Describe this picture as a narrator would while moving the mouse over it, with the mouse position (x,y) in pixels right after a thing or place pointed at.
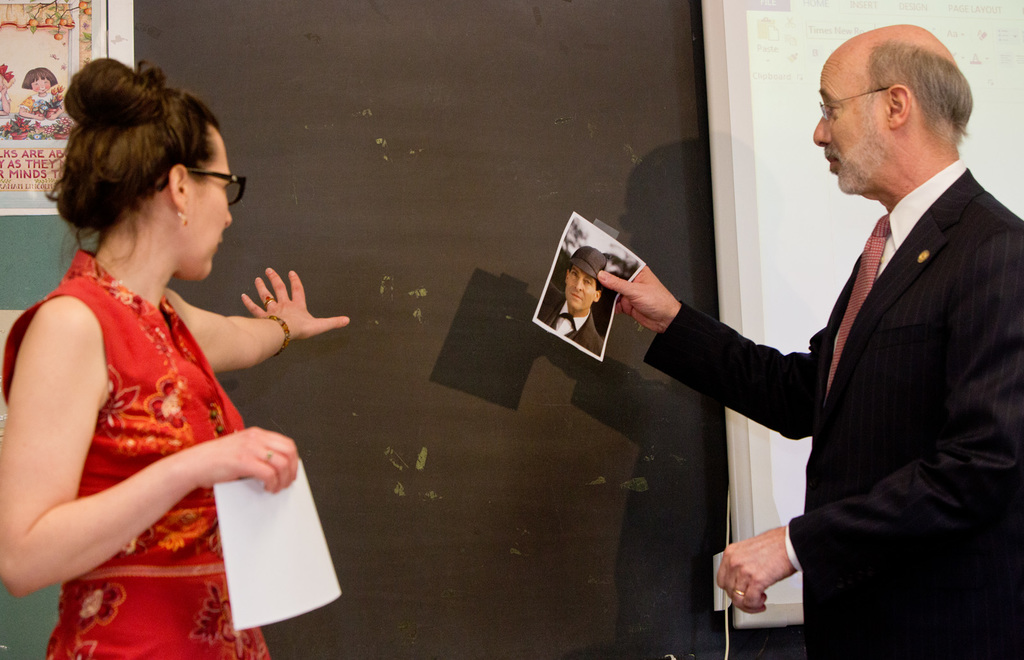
Here we can see a man (623,304) and a woman (31,391) holding posters (298,583) with their hands (776,547). In the background (775,70) we can see a screen (769,90) and posters (46,107).
